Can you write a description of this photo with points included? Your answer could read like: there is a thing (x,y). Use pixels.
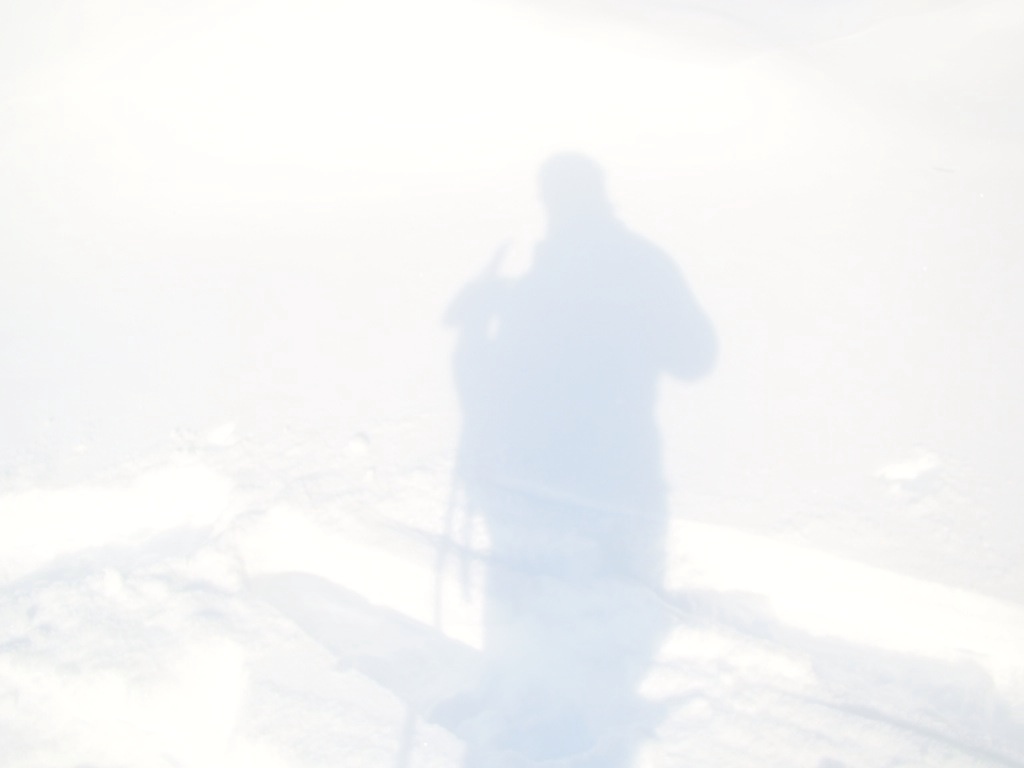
In this image we can see the shadow (561,448) of a person (509,391) on the snow (565,323).
